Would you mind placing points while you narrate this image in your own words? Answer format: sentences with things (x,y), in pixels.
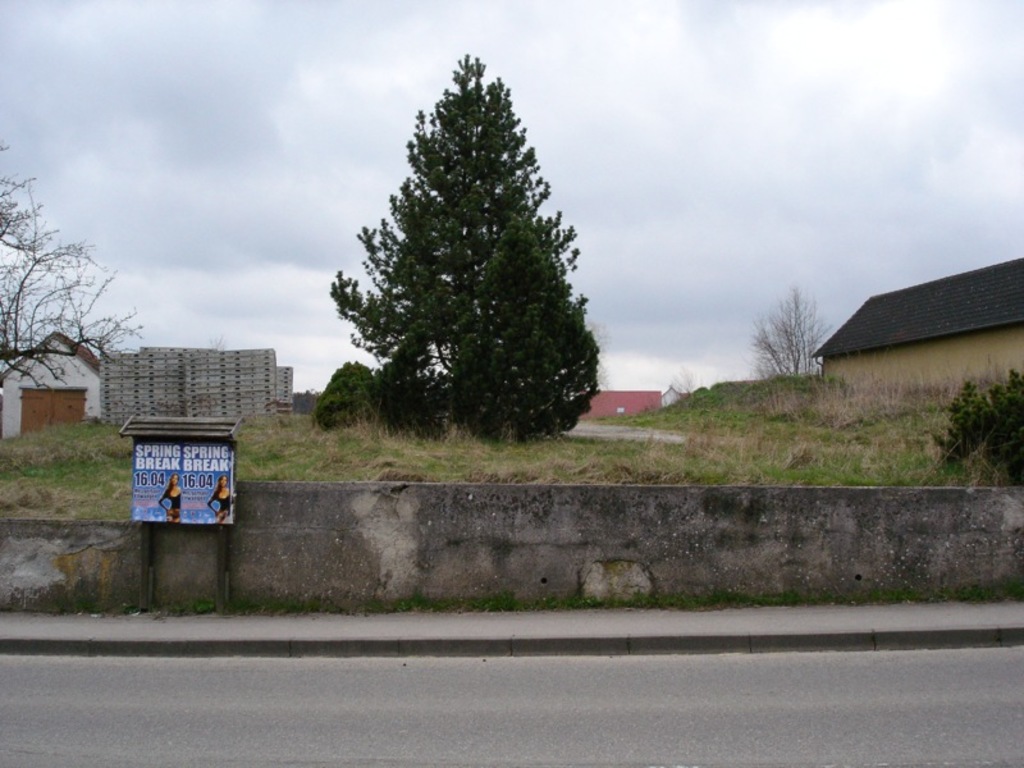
In this picture we can see a board (195,442). There is a wall (210,536) from left to right. We can see some grass (5,504). There are some buildings (97,395) and trees (494,320). Sky (349,237) is cloudy.
